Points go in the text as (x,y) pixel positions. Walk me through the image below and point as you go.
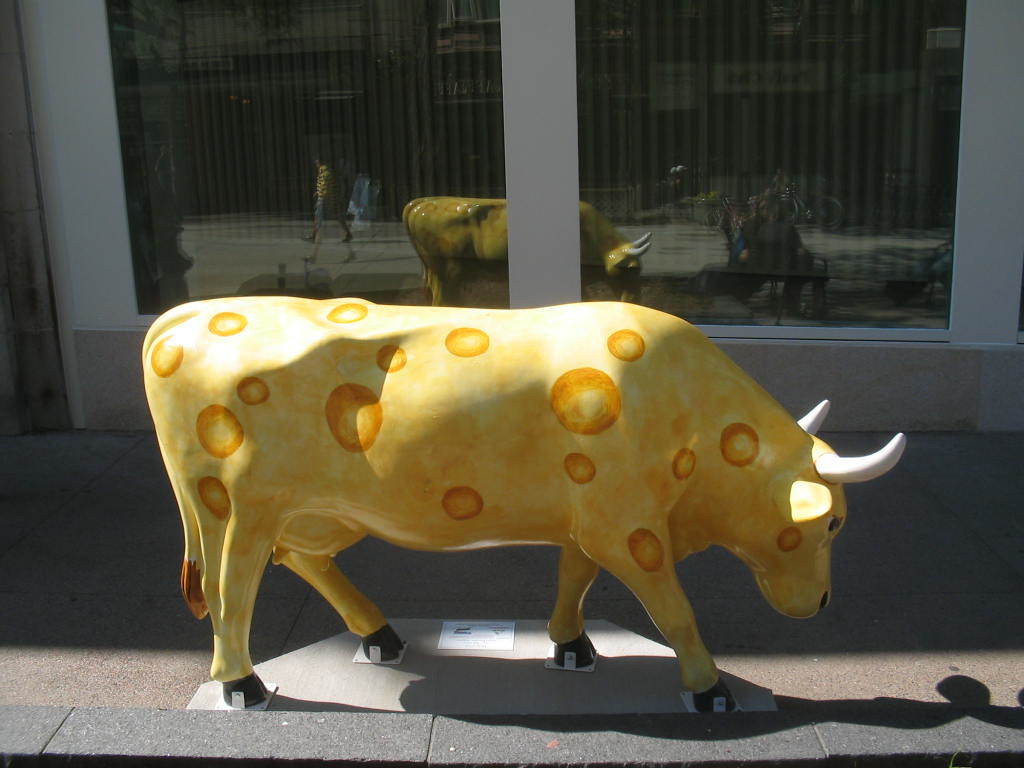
In this image I can see at the bottom (575,513) there is a statue of an animal (497,547). In the background (203,268) there are glasses (585,287), in this we can see the reflection (500,255) of a statue (488,235), building (578,106) and a person (750,248).
